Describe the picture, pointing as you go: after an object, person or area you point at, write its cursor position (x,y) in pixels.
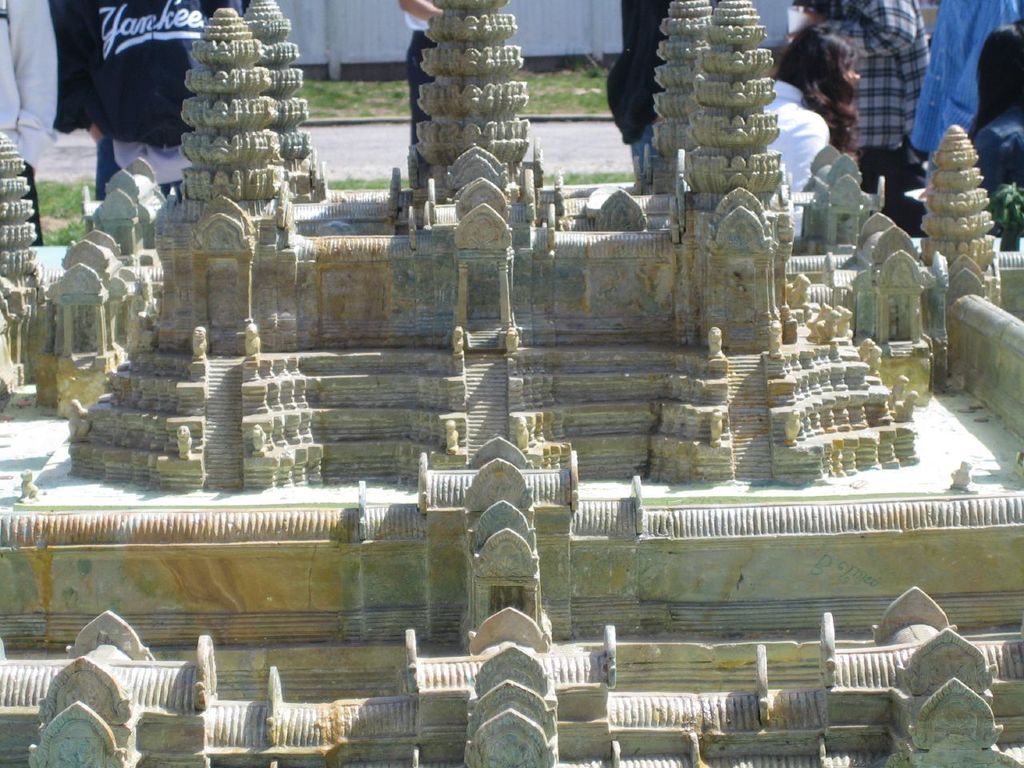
In this image we can see model of a monument (396,495). Behind the model (563,333), people (955,45) are there and grassy land (339,99) is present.
